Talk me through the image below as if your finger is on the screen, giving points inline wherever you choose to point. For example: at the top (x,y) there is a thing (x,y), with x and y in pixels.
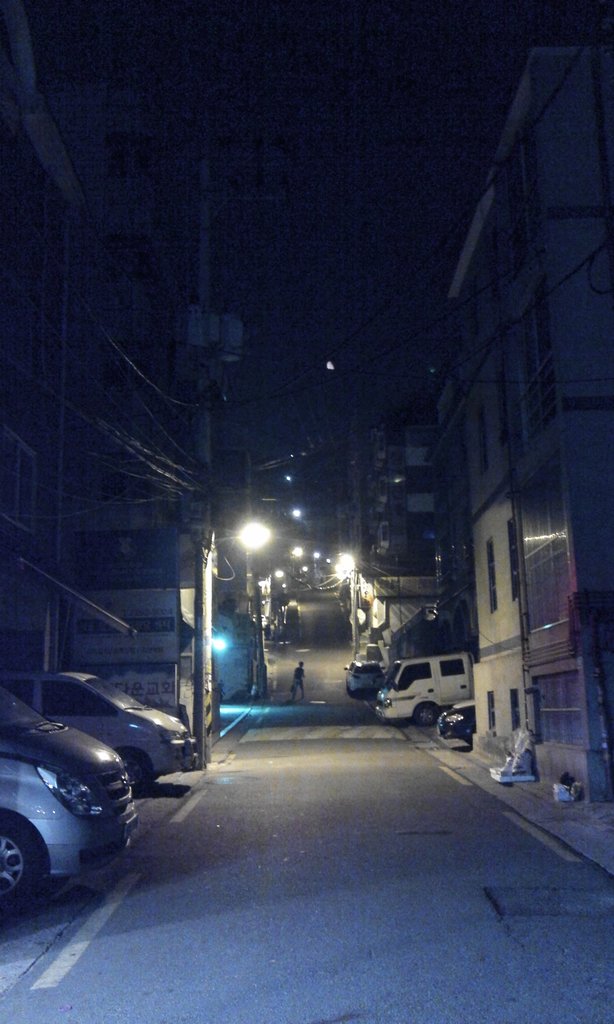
In this picture there are buildings (552,702) and poles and there are vehicles (53,873) and there is a person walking on the road (344,808) and there are objects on the footpath (573,829). At the top (316,131) there is sky (350,455).
